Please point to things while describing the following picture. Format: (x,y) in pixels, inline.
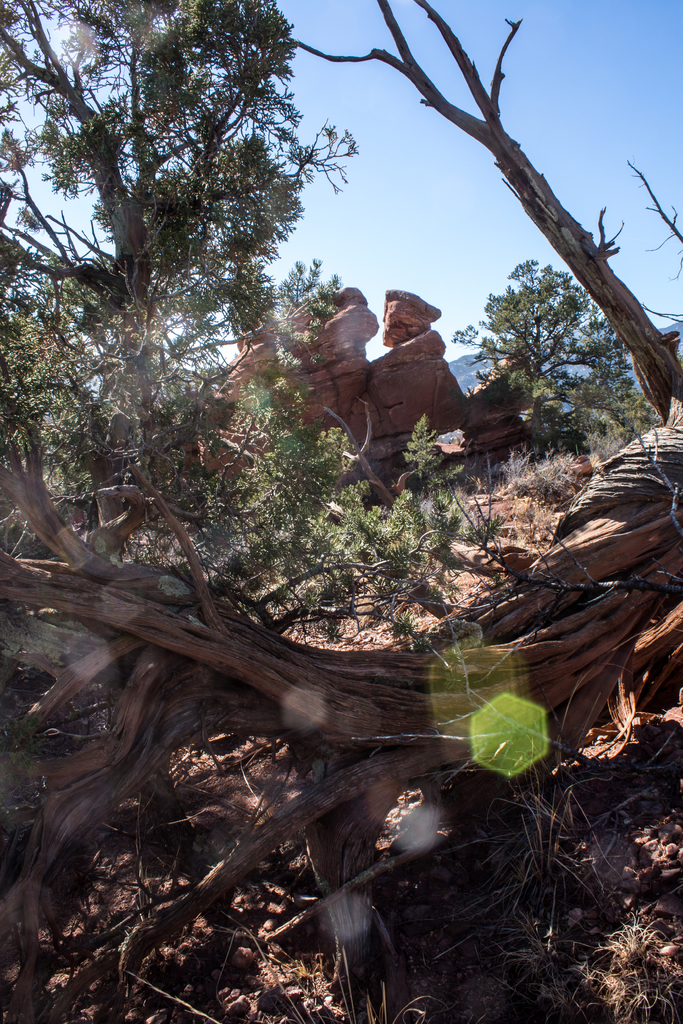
Here we can see trees (192,500) and rocks (392,342). Sky (469,311) is in blue color.
